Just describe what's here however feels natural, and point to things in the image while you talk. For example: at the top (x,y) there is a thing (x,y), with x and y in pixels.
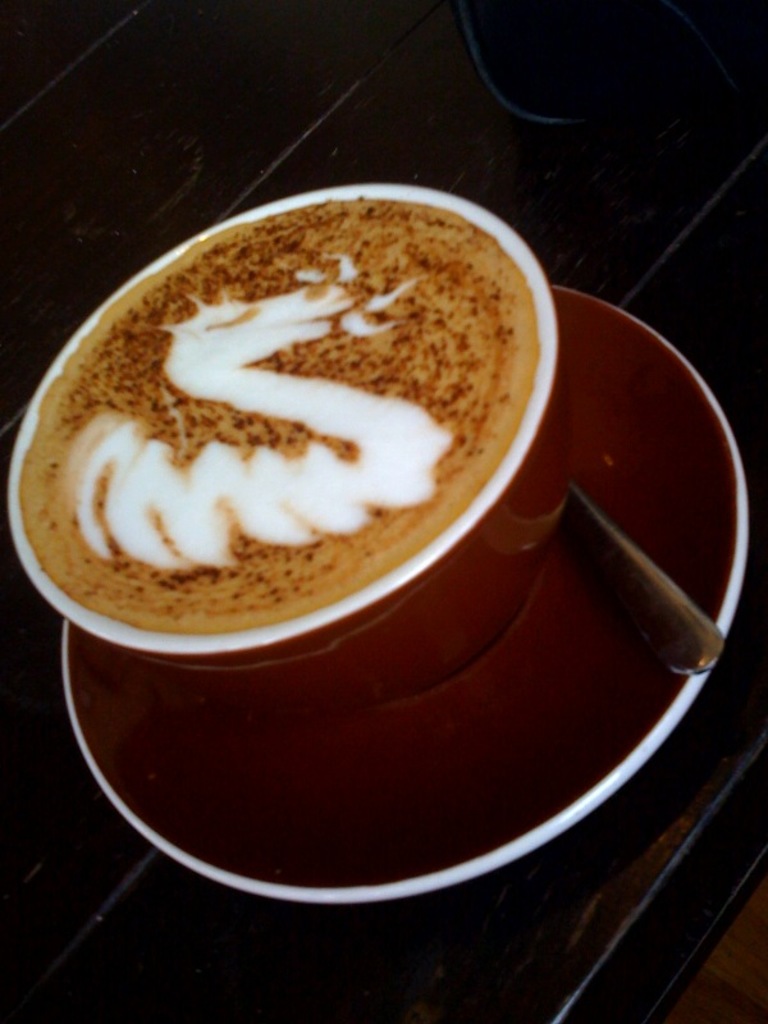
In this image we can see a cup (242,682), saucer (486,775) and a spoon (702,637). Saucer (556,799) is placed on a surface (602,856). In the cup (276,520) we can see the drink (340,372).
